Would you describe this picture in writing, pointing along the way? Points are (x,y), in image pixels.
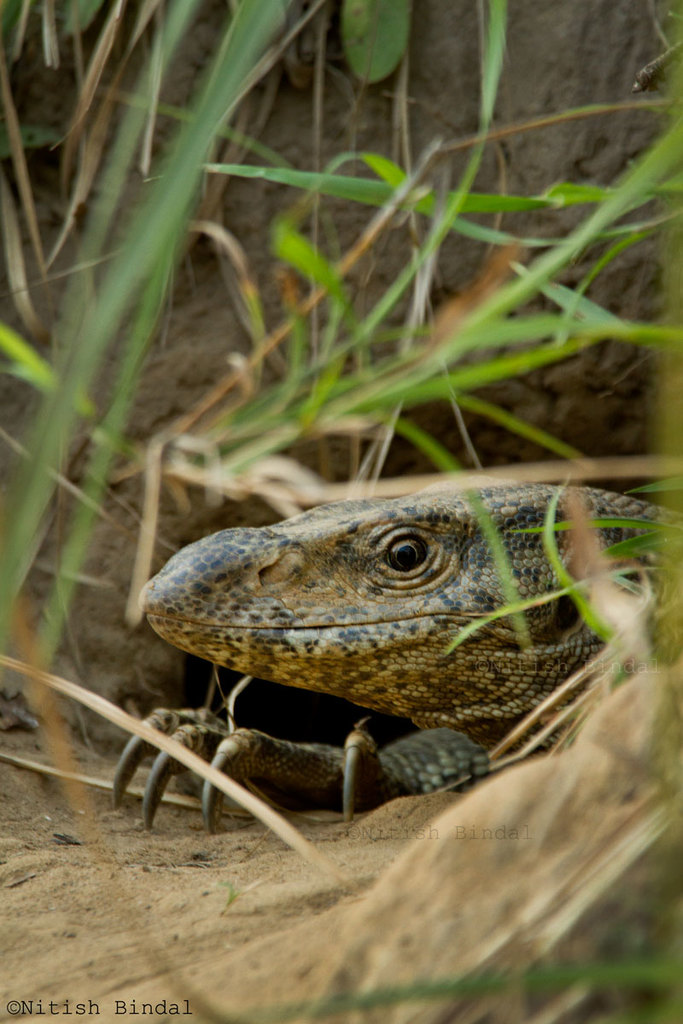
In this image we can see there is a reptile (315,608) on the ground (405,829). And at the side there is a grass (375,161).
